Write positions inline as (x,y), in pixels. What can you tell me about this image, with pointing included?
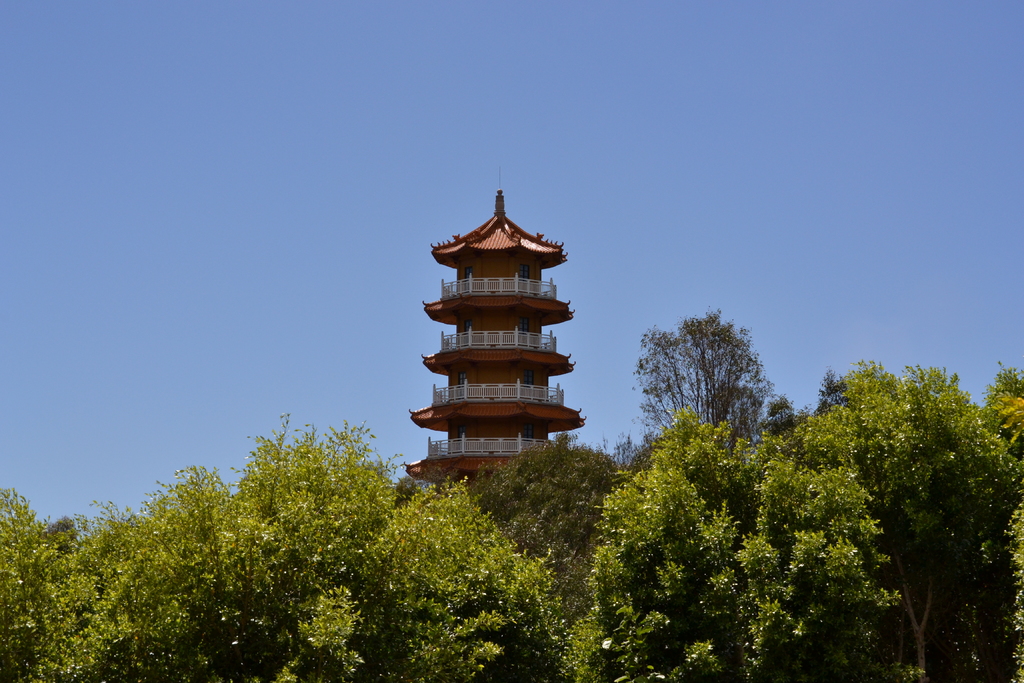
Here at the bottom (521,616) there are trees (398,622) and in the middle (512,293) we can see a building (454,262), windows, fences (472,397) and this is a sky (454,107).
